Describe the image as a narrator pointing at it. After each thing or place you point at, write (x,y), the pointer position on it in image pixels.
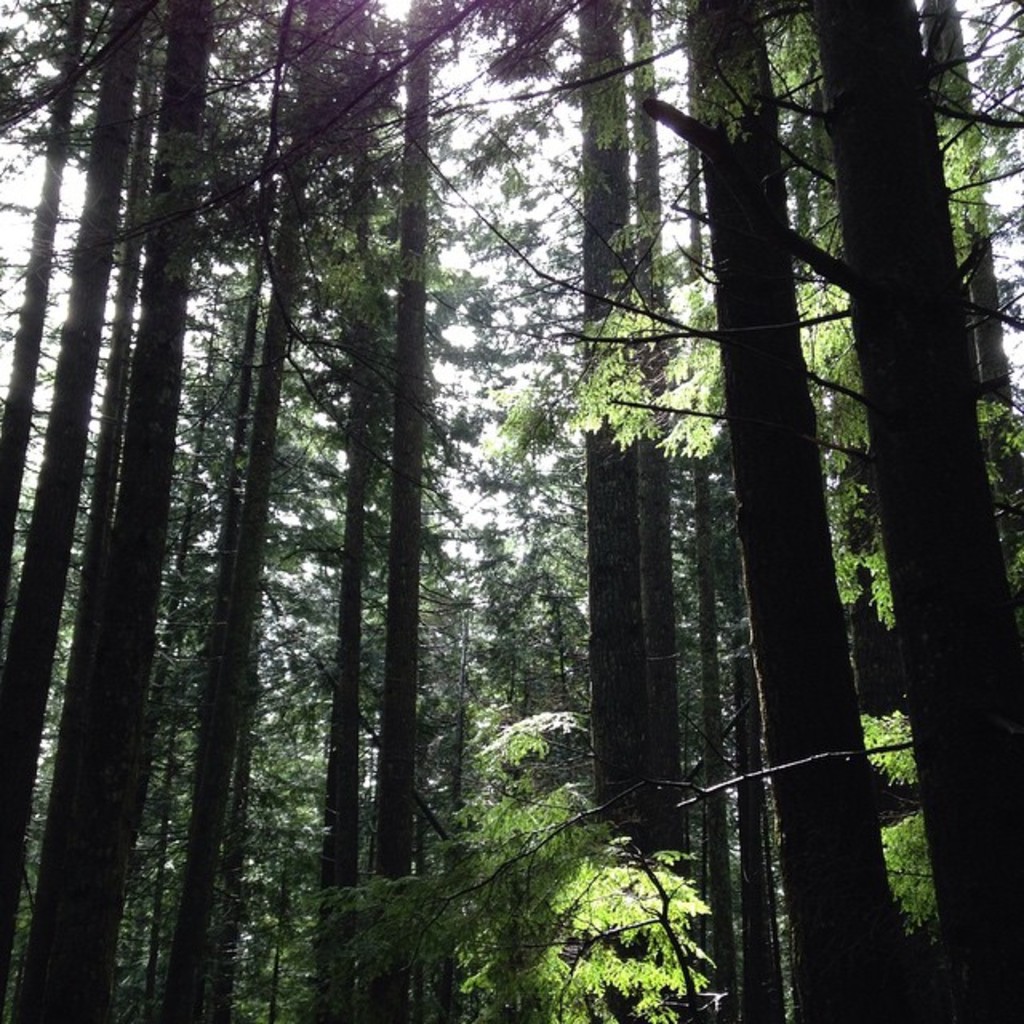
In this picture there are trees (430,163). Sky (575,302) is sunny.
